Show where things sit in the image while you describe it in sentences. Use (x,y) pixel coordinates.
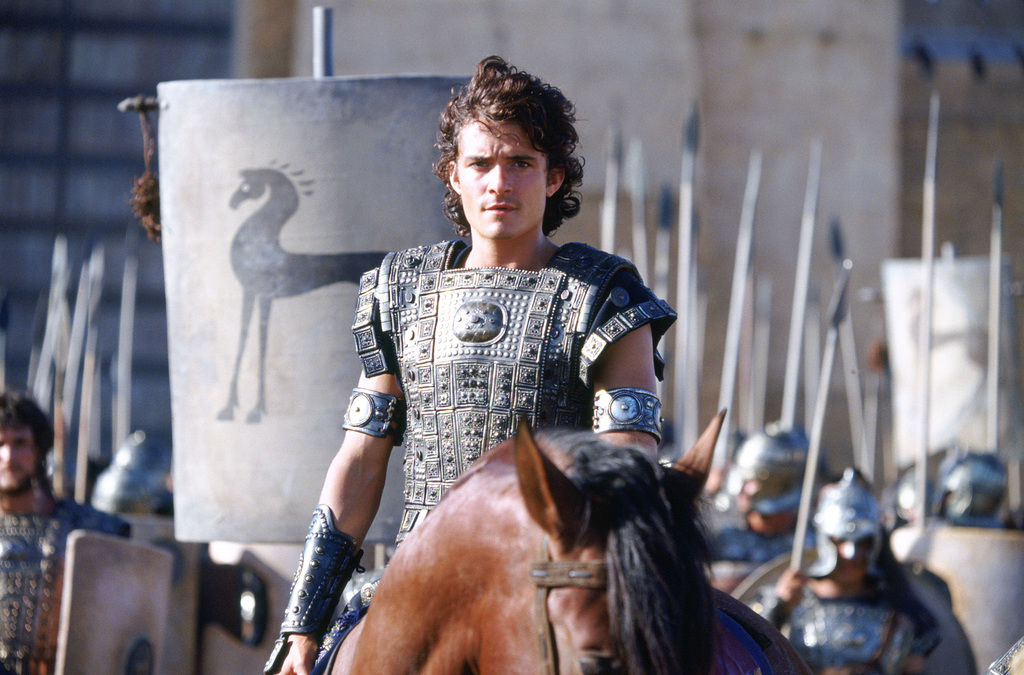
A man (403,368) is sitting on a horse (562,571) is wearing armor dress (511,326). In the background (745,462) there are many persons (137,486) standing with spears (818,429) and shields (241,590). They are wearing helmets (790,496).
